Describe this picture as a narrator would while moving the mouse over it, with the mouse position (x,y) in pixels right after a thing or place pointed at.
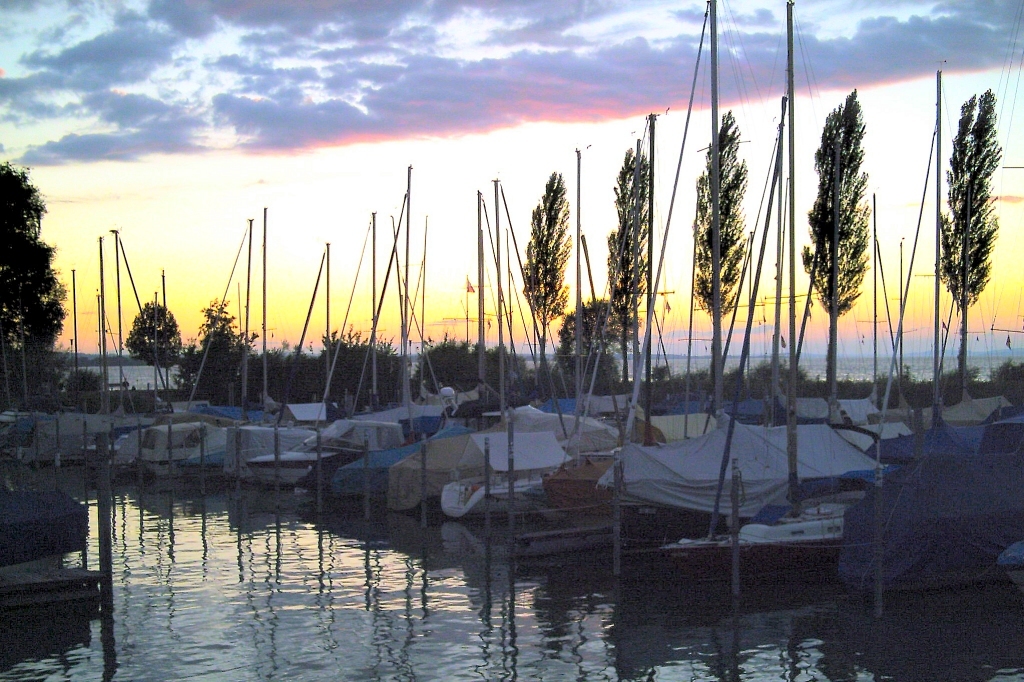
In this picture we can see water (229,603) at the bottom (269,623), there are some boats (221,417) here, we can see trees (712,237) in the background (957,271), we can see the sky (465,65) at the top of the picture (417,24).
